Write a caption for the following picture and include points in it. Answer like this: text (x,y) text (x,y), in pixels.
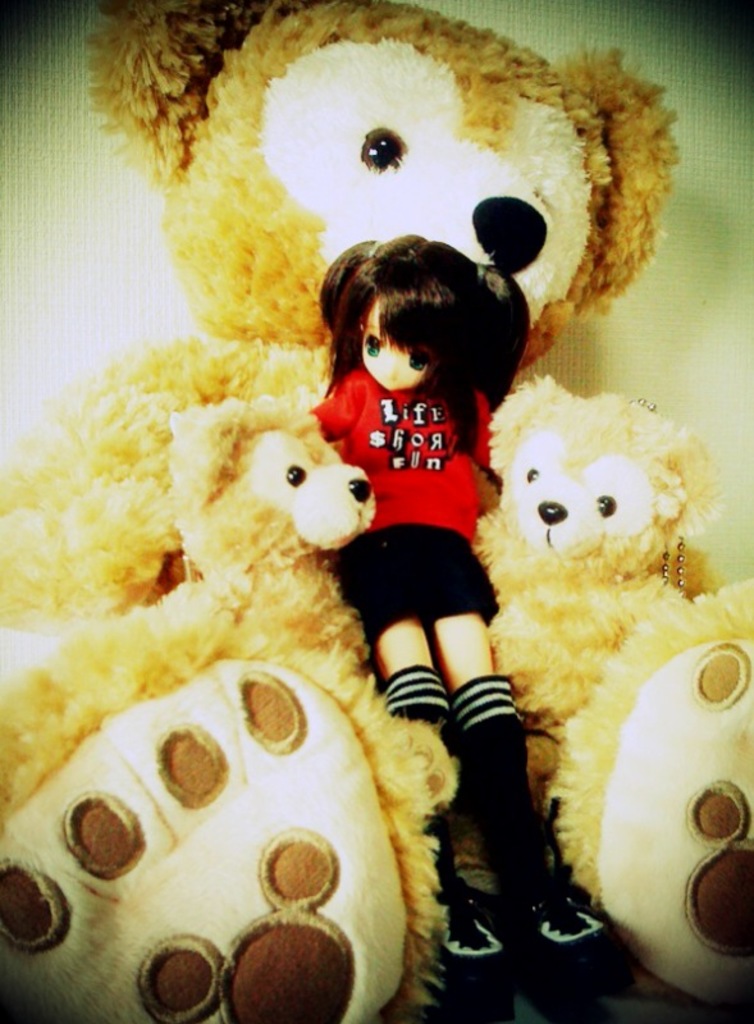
In this picture I can see 3 teddy bears (595,658) and a doll (466,445).
